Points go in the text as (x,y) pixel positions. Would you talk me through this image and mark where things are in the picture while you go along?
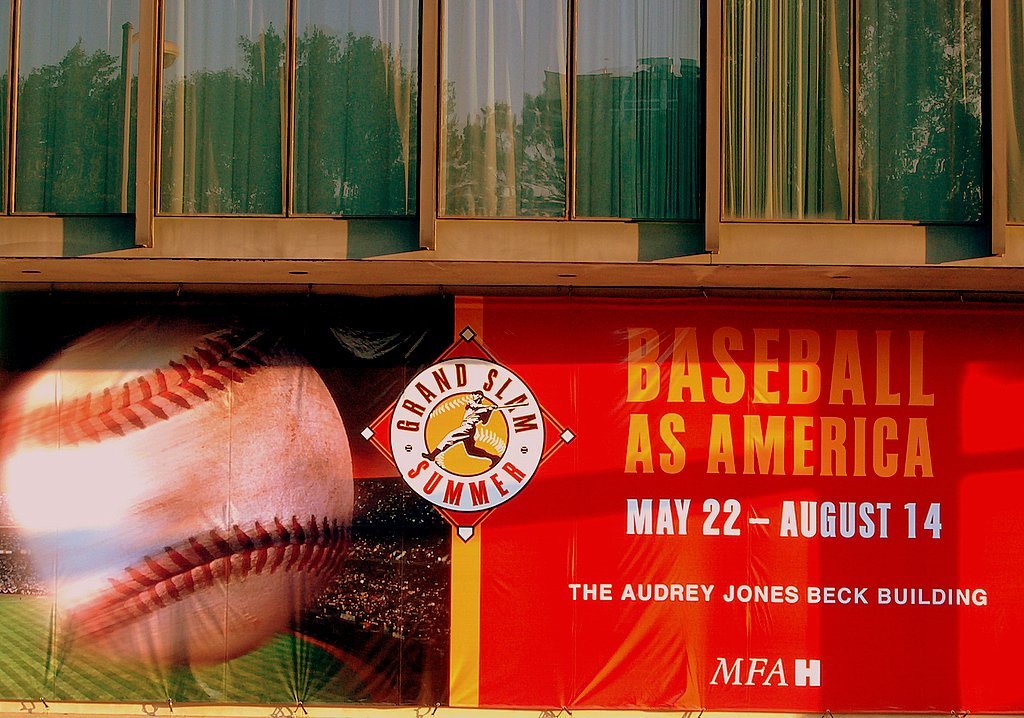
In this image I can see a building (510,120) and glass windows (507,81). I can see a red color banner (490,538) and something is written on it.
